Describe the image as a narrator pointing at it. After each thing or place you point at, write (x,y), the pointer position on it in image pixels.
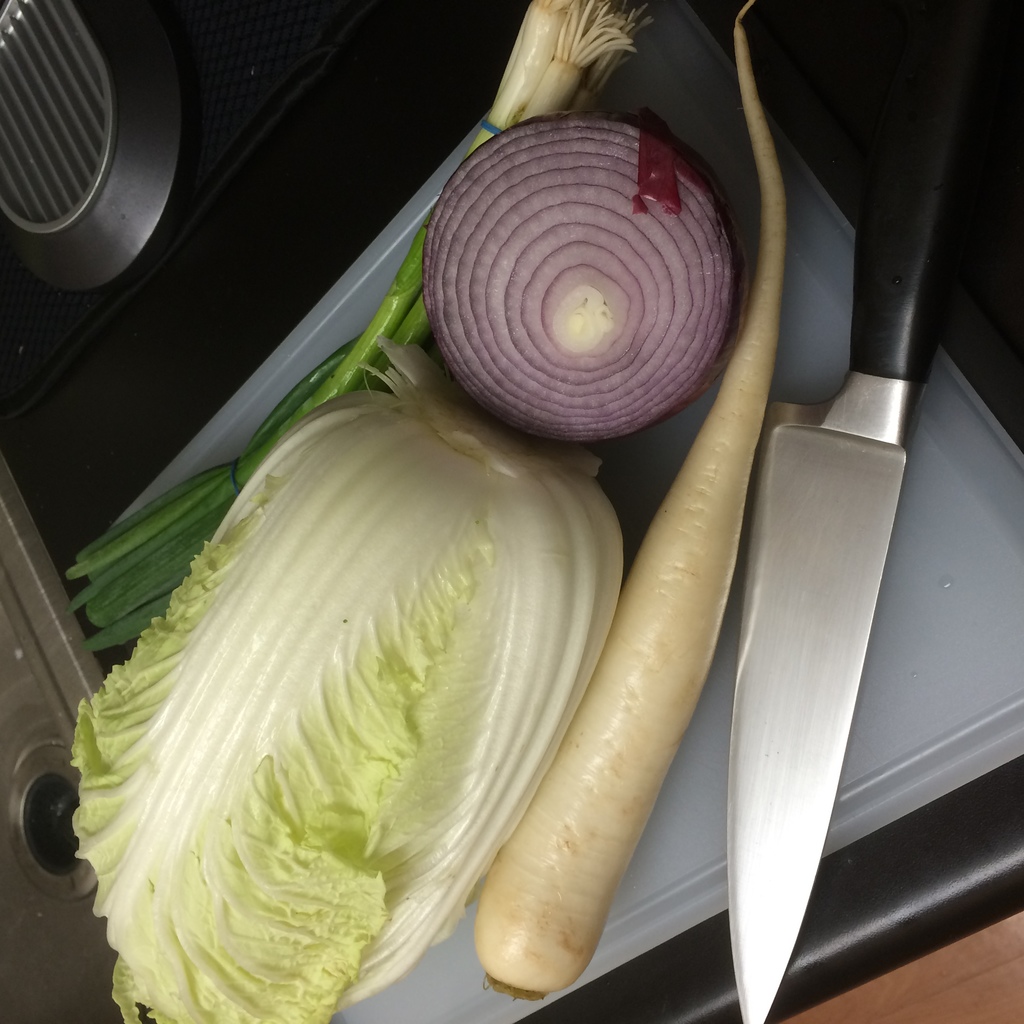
In this image I can see a white colour thing (733,591) and on it I can see a knife (875,174), a radish (611,880), an onion (682,210), a cabbage (423,382) and few spring onions (191,527). On the top left corner of this image (156,176) I can see a silver colour thing (176,133).
